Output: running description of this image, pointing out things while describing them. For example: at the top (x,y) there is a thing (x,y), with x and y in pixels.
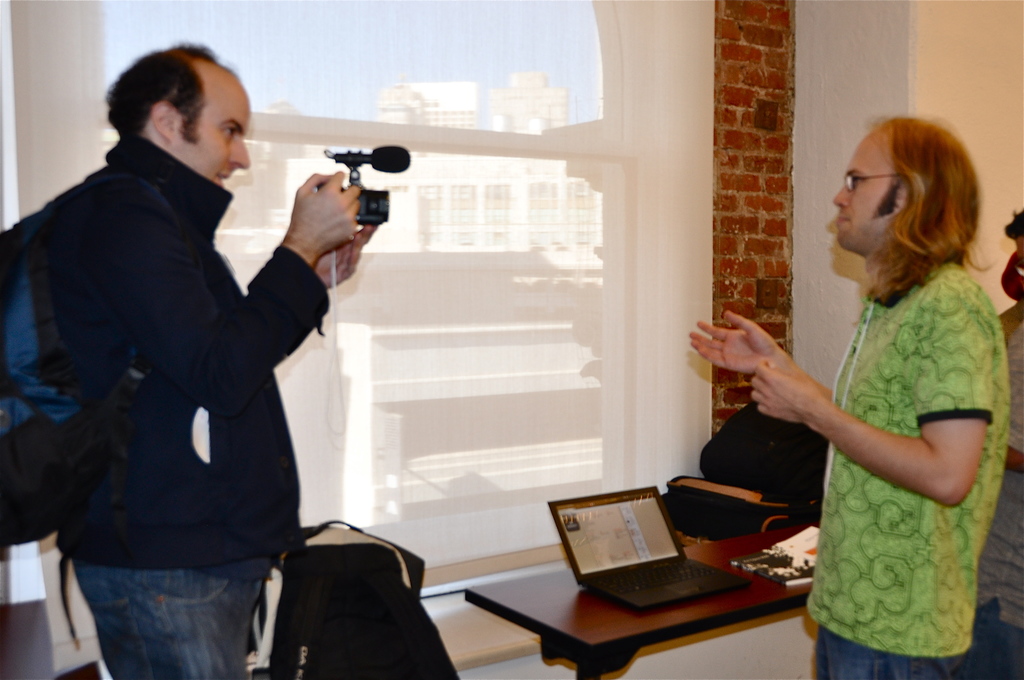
In this picture we can see two persons (85,583) standing on the floor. He is taking a snap with the camera (365,211). This is the table (585,628). On the table (616,648) there is a laptop (651,594). This is the window (560,288) and we can see a building (501,204) from the glass (485,198).
